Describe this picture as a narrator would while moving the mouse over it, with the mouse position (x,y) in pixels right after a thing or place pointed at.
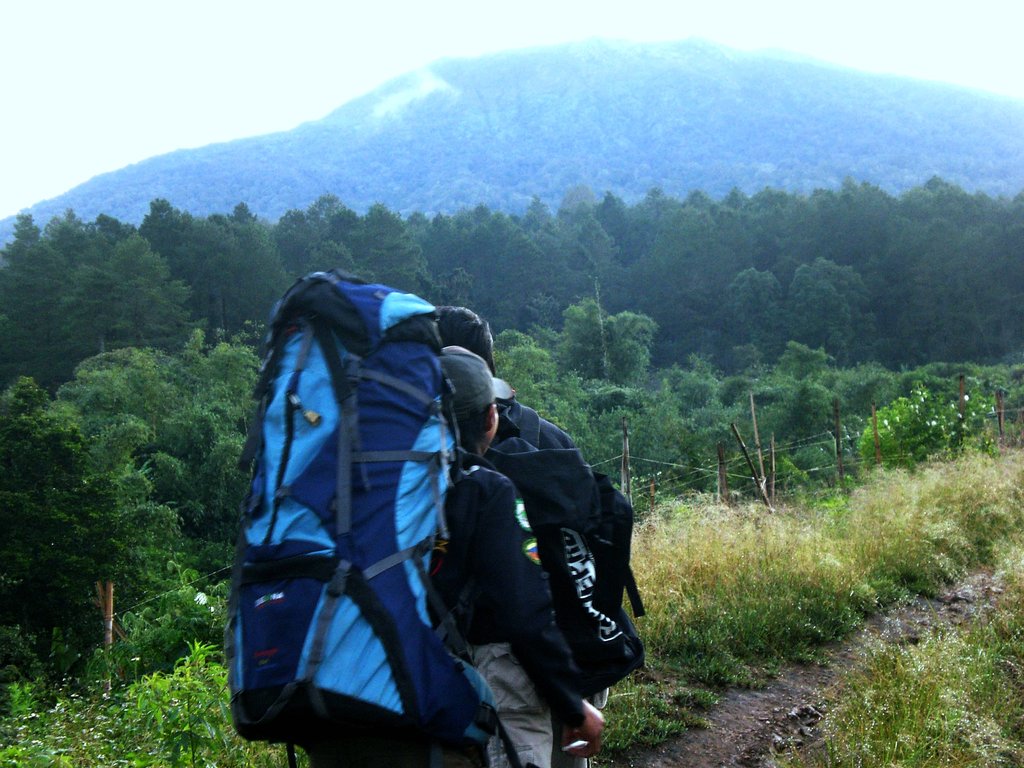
In this image we can see a person (531,583) wearing a bag (400,576) in the foreground (541,562). In the background (174,299) we can see trees (174,299), hills (442,122) and fog (416,75).
